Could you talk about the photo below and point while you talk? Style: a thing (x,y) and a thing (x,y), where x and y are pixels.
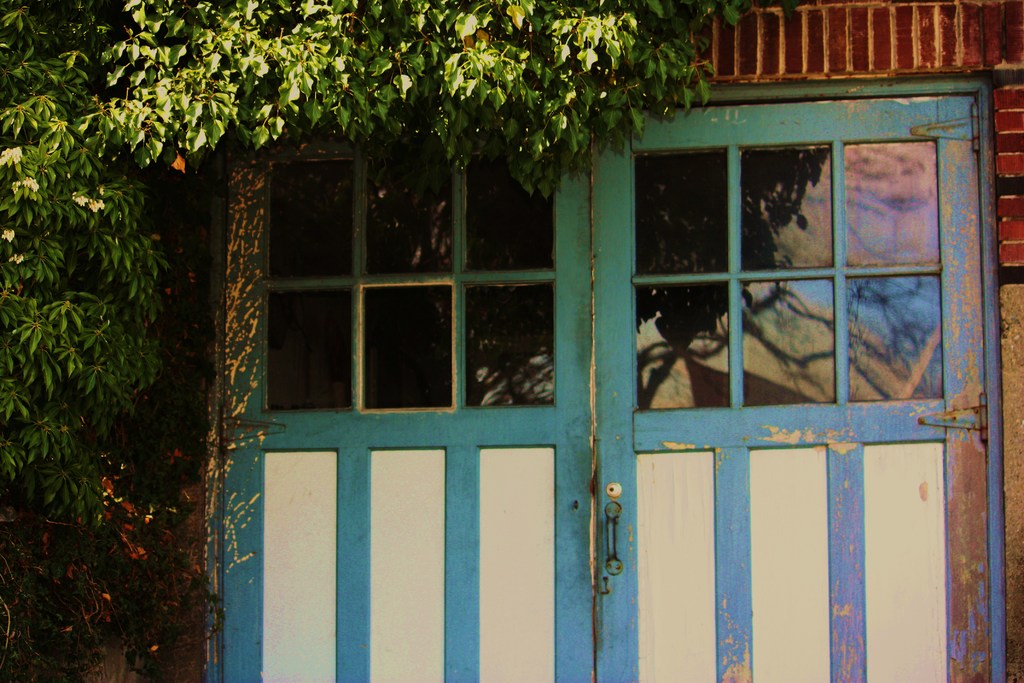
On the left side (35,189), there is a tree (122,127) which is having green color leaves (349,58) near a building (274,484). Which is having doors (454,568) which are having glass (815,325).
